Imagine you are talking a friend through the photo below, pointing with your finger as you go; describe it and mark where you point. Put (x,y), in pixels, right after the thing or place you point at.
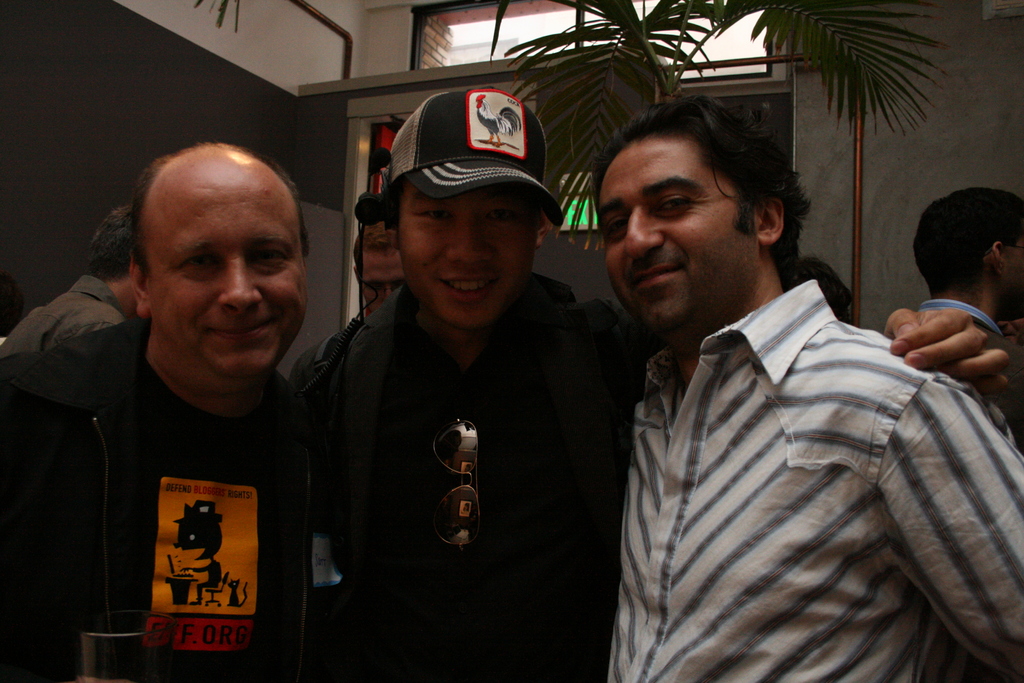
In this image I can see two persons (415,606) wearing black colored dresses (336,526) and another person (723,520) wearing white colored dress (785,516) are standing and I can see a person (119,606) is holding a glass (107,680) in his hands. In the background (76,307) I can see few persons (108,307), a tree (611,55), the wall (286,41) and a green colored board (582,207).
